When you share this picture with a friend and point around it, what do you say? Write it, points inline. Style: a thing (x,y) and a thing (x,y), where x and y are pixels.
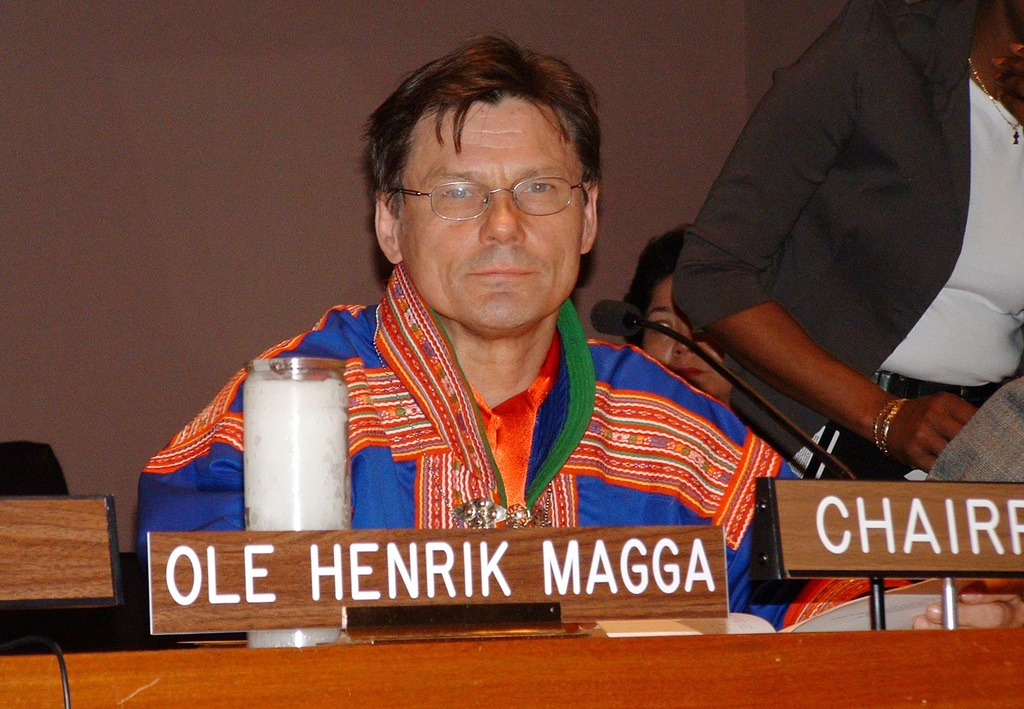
There are two people (631,393) sitting and he is holding a paper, beside him there is another person (916,399) standing. We can see microphone (614,328), name boards (473,534) and jar (278,514) on the table (1011,642). In the background (282,40) we can see wall (638,184).
